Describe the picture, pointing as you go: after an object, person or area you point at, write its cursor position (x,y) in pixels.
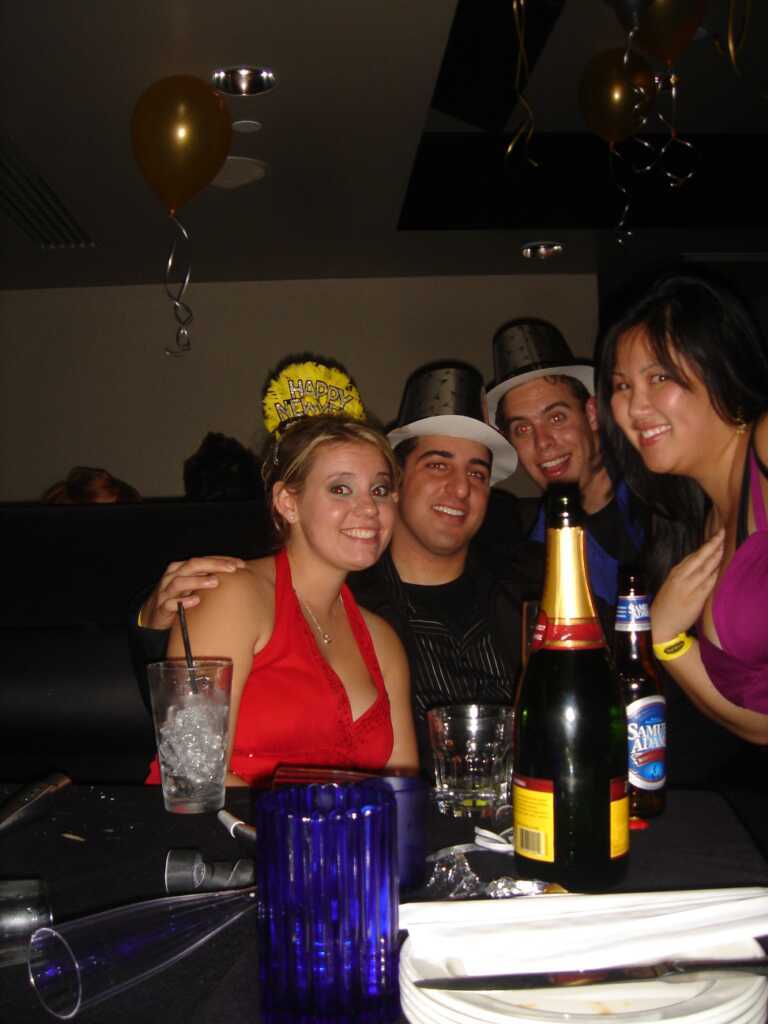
In this image I can see the group of people (409,594) with different color dresses (280,666). I can see two people (446,437) with hats (491,430). In-front of these people (347,670) I can see the bottles (654,801), glasses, plates (411,962), knife (487,989) and few objects (364,992) on the black color surface (215,1010). I can see the balloons (173,188) and the lights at the top (187,183).
